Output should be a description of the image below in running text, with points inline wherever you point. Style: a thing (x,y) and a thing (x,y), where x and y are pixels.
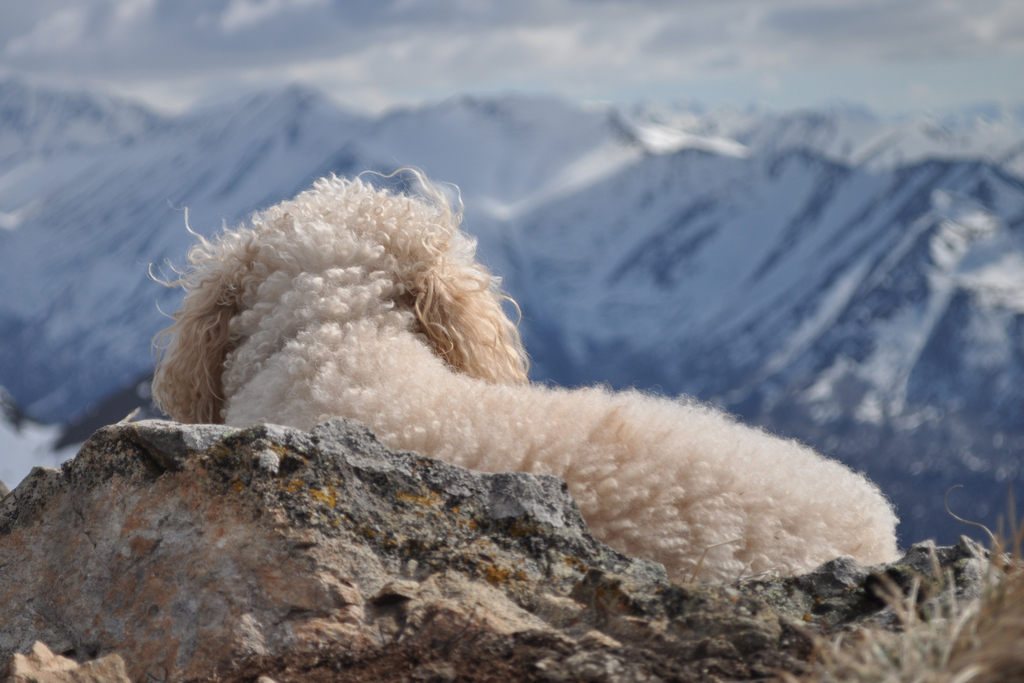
In the center of the image (526,364) there is an animal (497,412). At the bottom (317,560) there is a rock (459,592). In the background (716,215) there are mountains (454,132).
